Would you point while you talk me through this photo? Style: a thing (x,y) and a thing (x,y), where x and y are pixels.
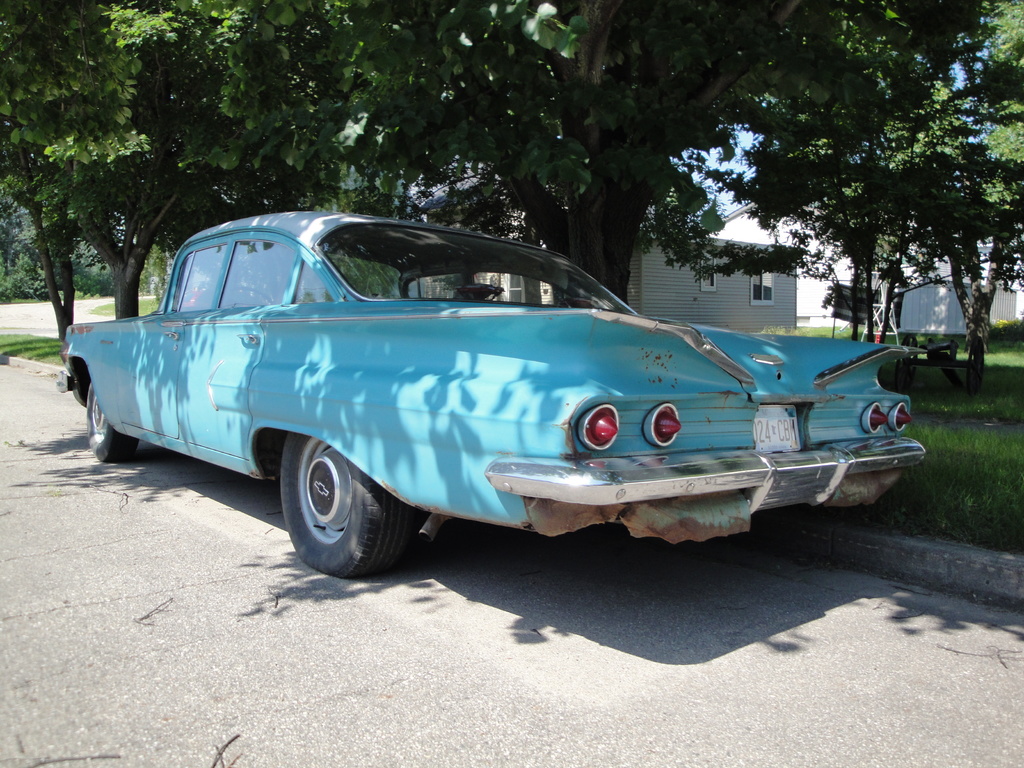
In the center of the image (380,312) there is a car (305,361) on the road (304,593). In the background (270,116) there are houses (833,261), trees (491,108) and grass (939,464).
